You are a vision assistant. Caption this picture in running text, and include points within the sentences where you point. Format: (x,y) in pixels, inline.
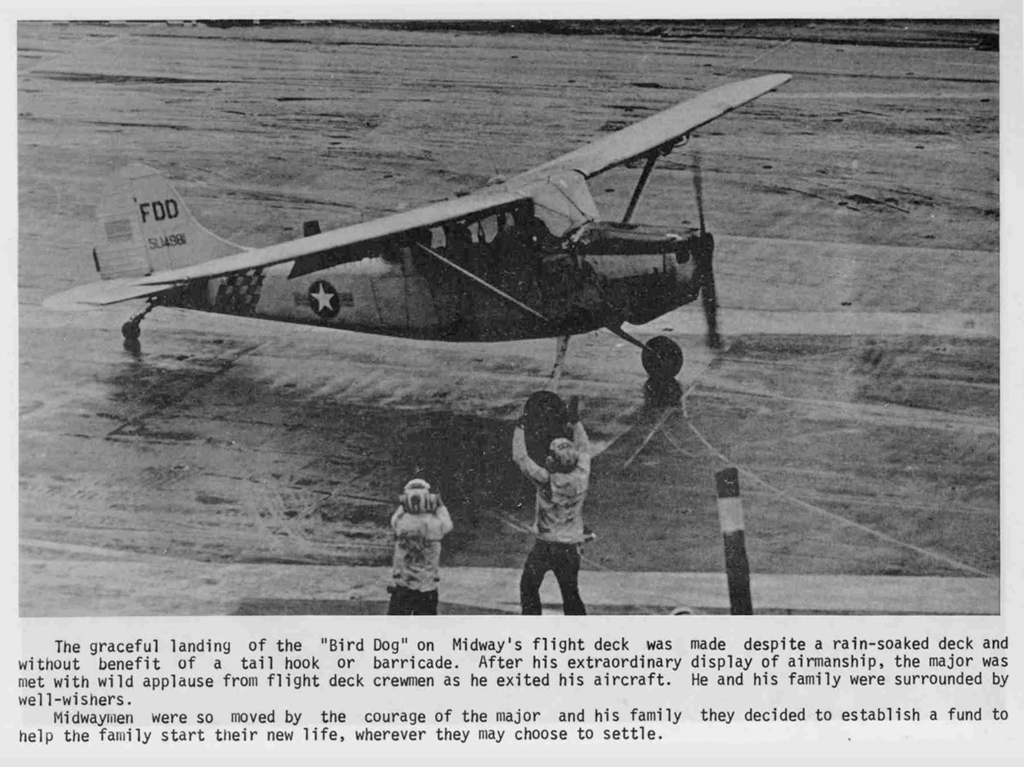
In this image I can see a aircraft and two people (545,502) and something is written on it. The image is in black and white.
